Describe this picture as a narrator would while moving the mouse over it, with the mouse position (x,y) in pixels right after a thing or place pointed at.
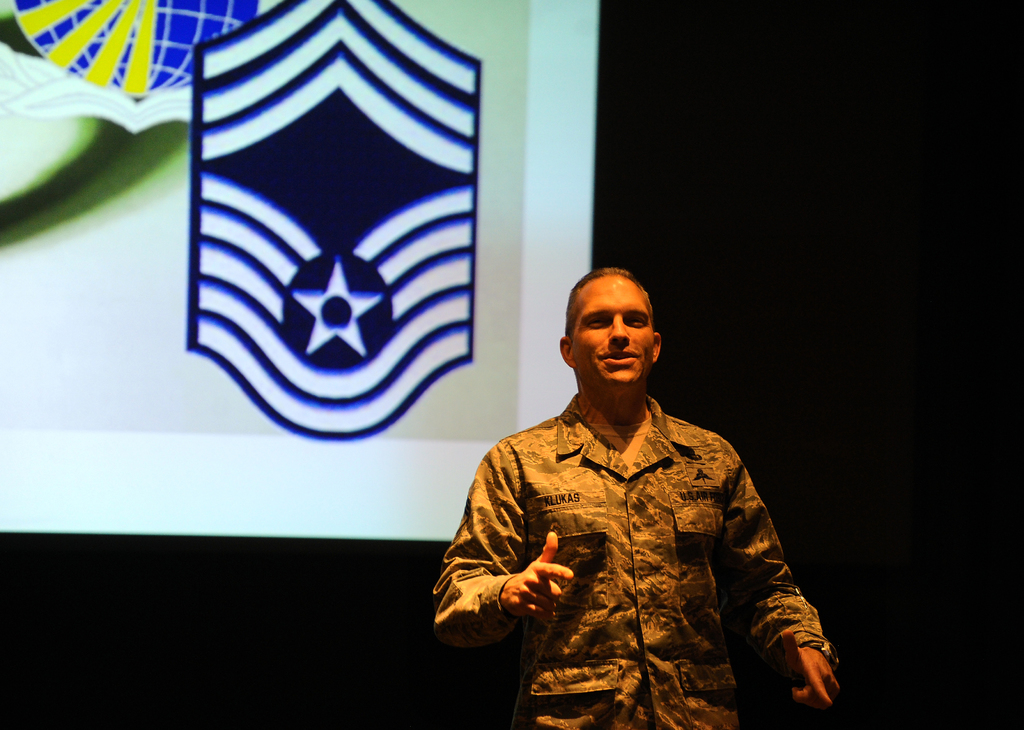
In this image we can see a person/man (677,466) standing. In the background (299,383), we can see the screen (546,197).
